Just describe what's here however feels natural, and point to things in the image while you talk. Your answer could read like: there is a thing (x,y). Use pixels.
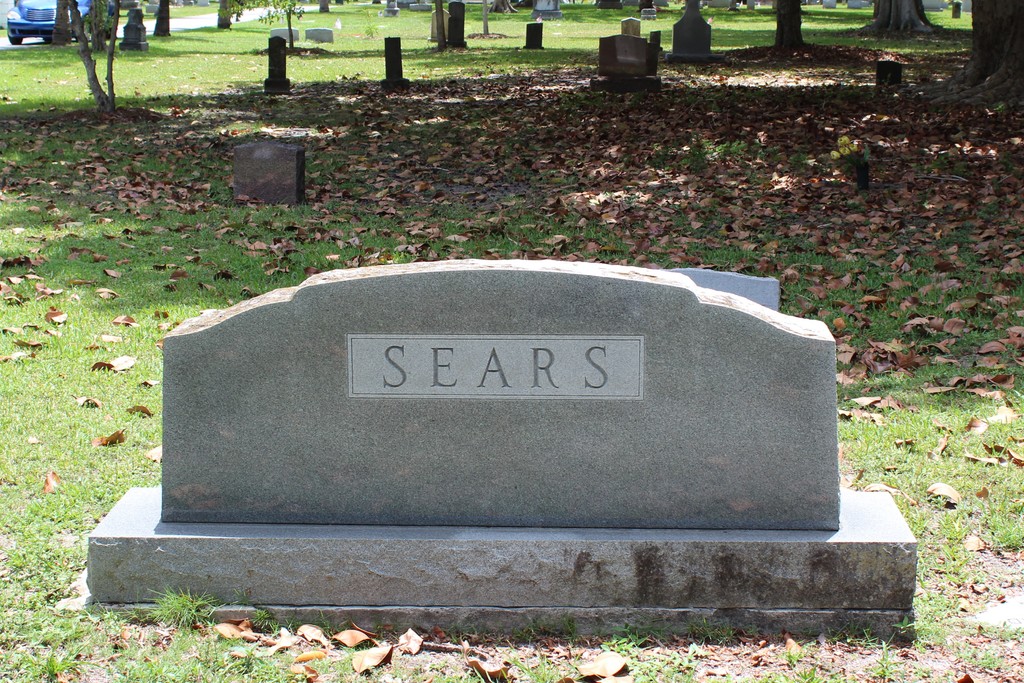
In this picture we can see there are tombstones (634,81) and dried leaves (494,181) on the grass (284,260). Behind the tombstones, there are tree trunks (982,0). At the top left corner of the image (40,31), there is a vehicle (23,24) on the road (37,38).
